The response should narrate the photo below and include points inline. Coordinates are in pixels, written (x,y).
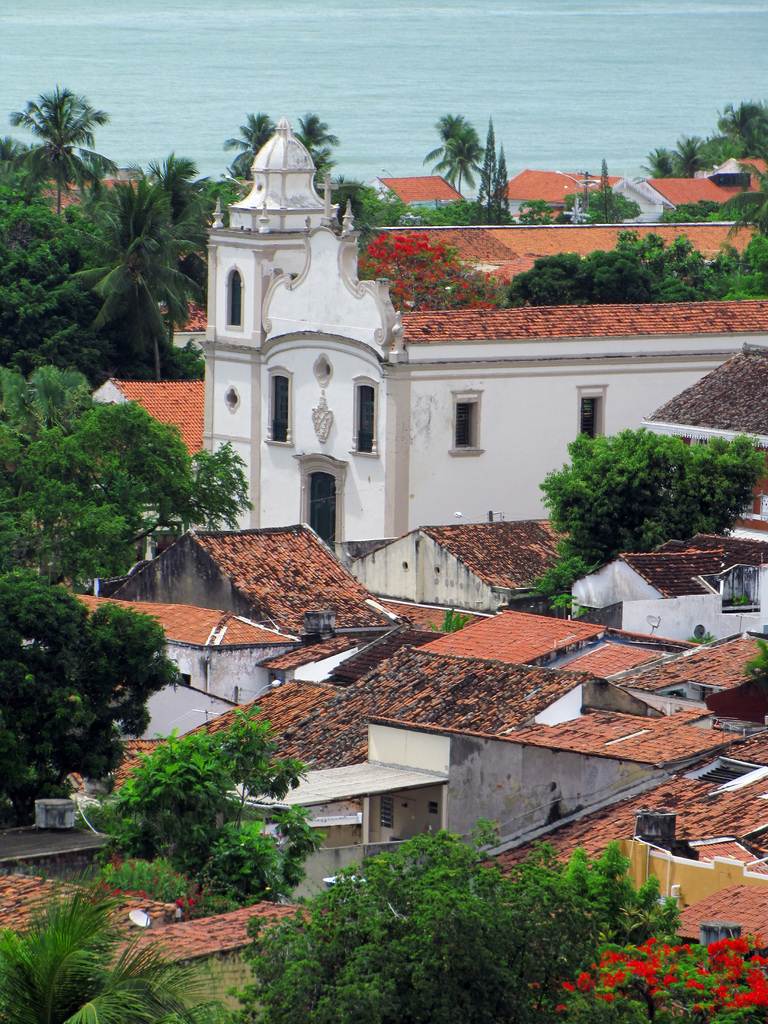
In this image we can see trees (75,970), houses (753,795) and the water (375,104) in the background (319,97).
